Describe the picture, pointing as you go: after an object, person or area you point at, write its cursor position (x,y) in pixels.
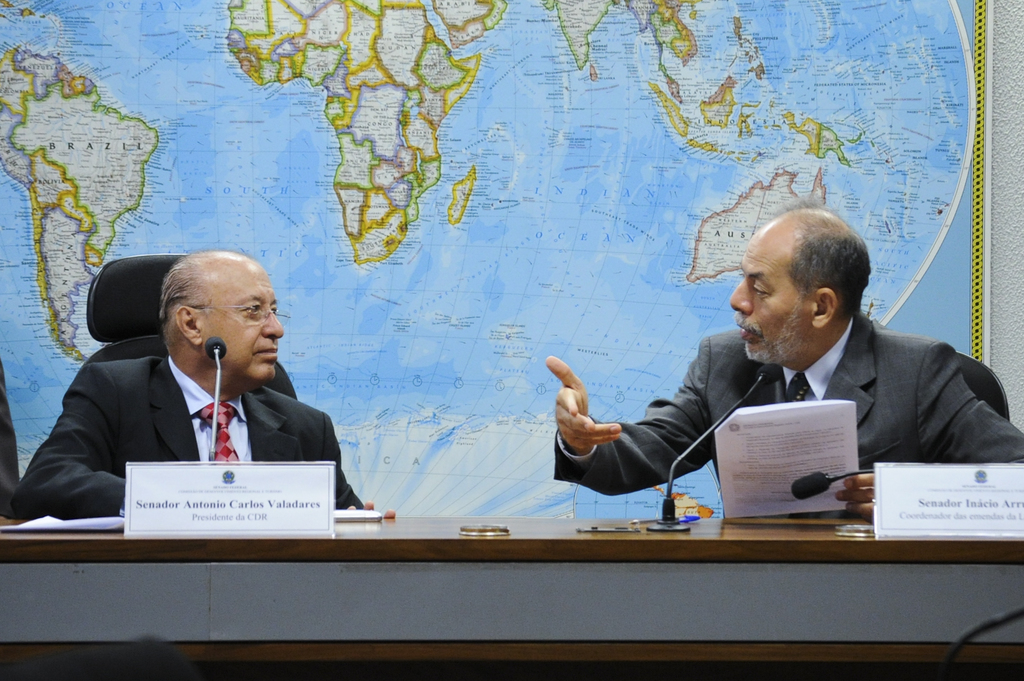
In the background (800,156) we can see a map board (616,90) on the wall (1002,242). In this picture we can see the men (820,345) sitting on the chairs (998,394) and it seems like they are discussing. On the table (728,524) we can see the name boards (1007,512), microphones (705,433), papers (100,520) and few objects (483,533). A man (904,337) on the right side (889,363) is holding papers (848,410) in the hand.
